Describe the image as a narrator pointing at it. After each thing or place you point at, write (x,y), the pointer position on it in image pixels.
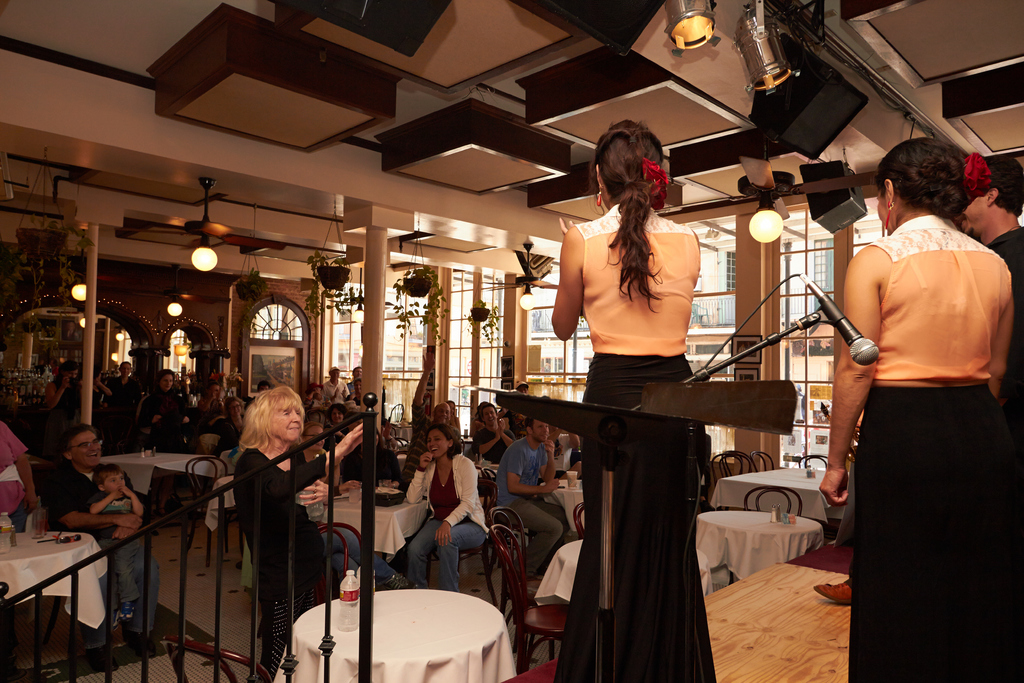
there are people (87,445) in the room (129,375) in which some people (354,435) are sitting and some people (354,435).
